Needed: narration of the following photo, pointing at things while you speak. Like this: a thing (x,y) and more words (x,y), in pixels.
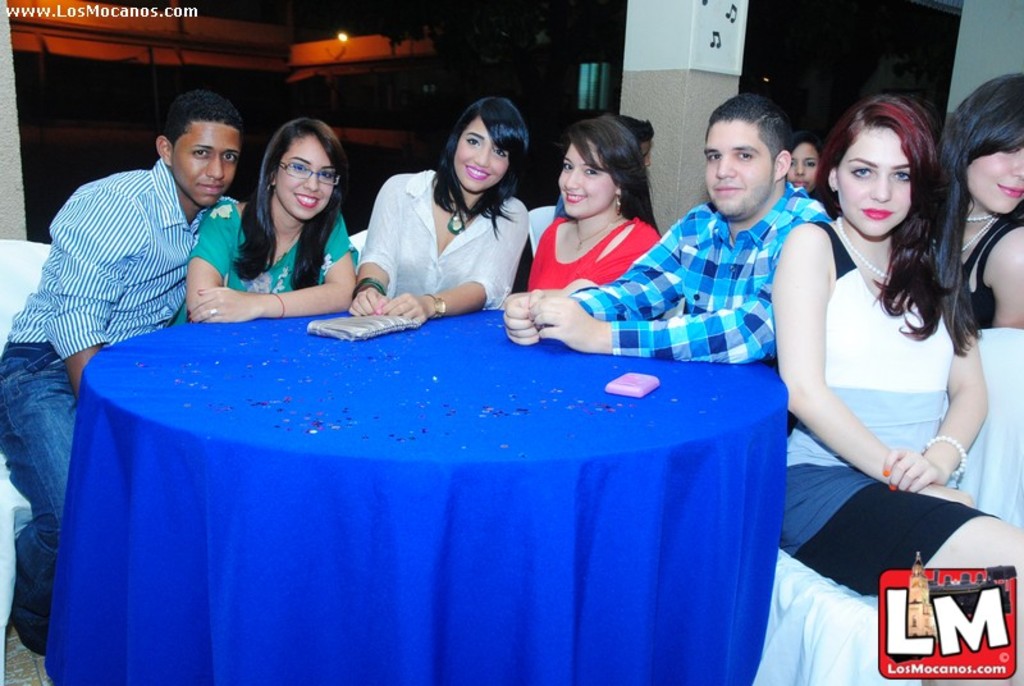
In this image there is a table (381,399), on that table (374,492) there is a blue cloth (638,466) and there are two objects (367,325), around the table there are people (844,400) sitting on chairs (997,365), in the top right (990,186) there is a woman (972,253), in the background (702,97) there is a pillar (694,113), in the top left (60,7) there is text (182,18), in the bottom right (903,656) there is a logo (903,656).
